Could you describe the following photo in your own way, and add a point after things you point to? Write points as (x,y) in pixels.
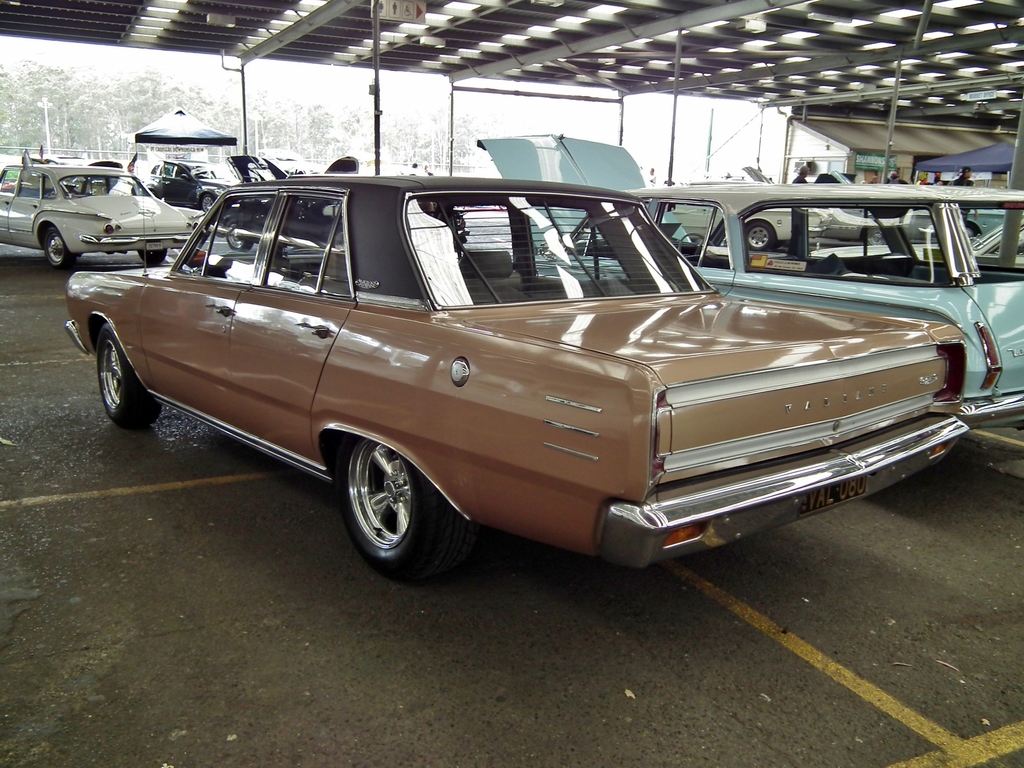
In this picture I can see vehicles (534,267), there are canopy tents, there are group of people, and in the background (0,115) there are trees (231,115).
